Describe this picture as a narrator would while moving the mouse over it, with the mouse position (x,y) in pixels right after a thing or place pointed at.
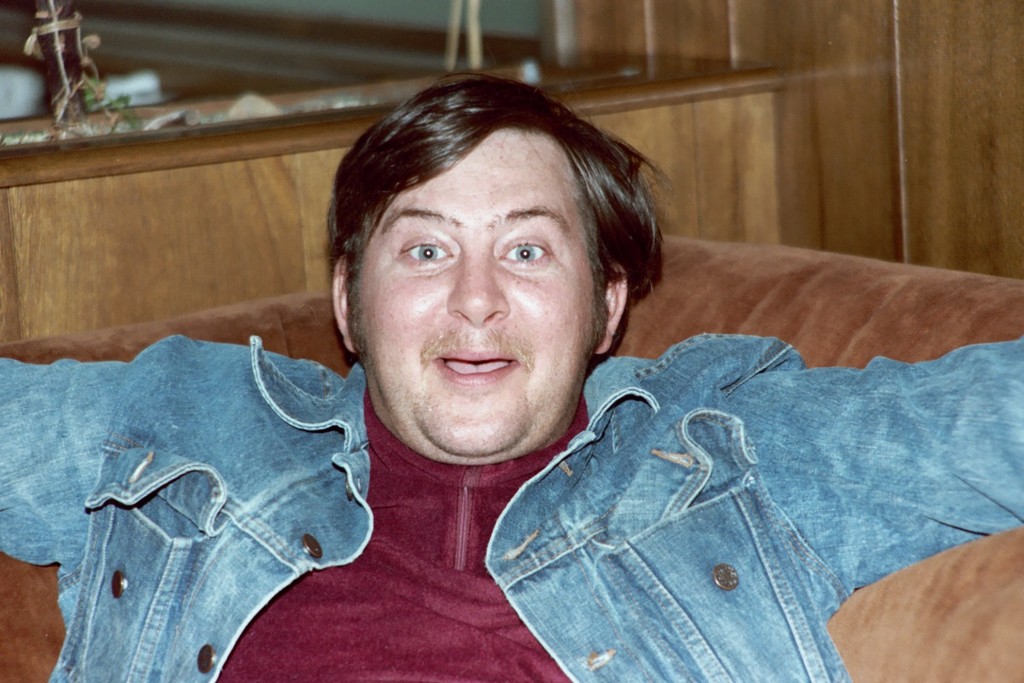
In the picture we can see a man (711,494) sitting on the sofa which is brown in color and he is with red T-shirt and blue jacket (669,544) and in the background (116,259) we can see a wooden wall (151,269).
